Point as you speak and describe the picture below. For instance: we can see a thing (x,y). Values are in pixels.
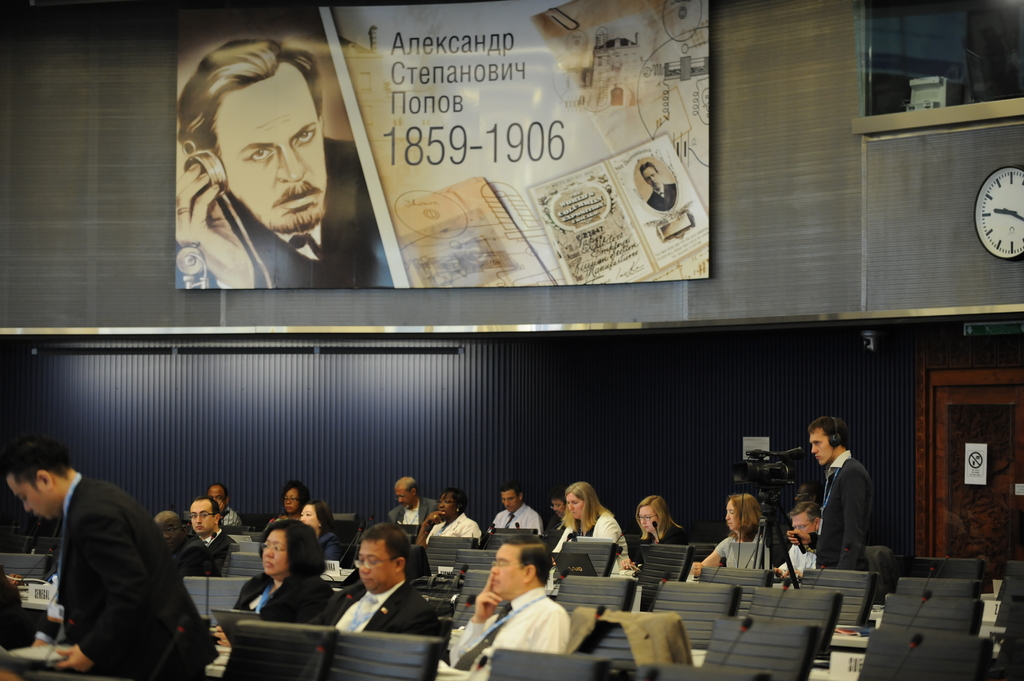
In this picture I can see many people (282,563) were sitting on the chair (458,554) near to the table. On the table (459,668) I can see the papers (445,667), bag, purse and other objects (214,629). At the top (529,129) I can see the banner (529,97) which is placed on the wall (823,181). In the top right corner (881,39) there is a window (877,19), besides that I can see the wall clock (984,222). On the right (838,554) there is a man (823,463) who is standing near to the camera. Behind him I can see the door (955,497).
